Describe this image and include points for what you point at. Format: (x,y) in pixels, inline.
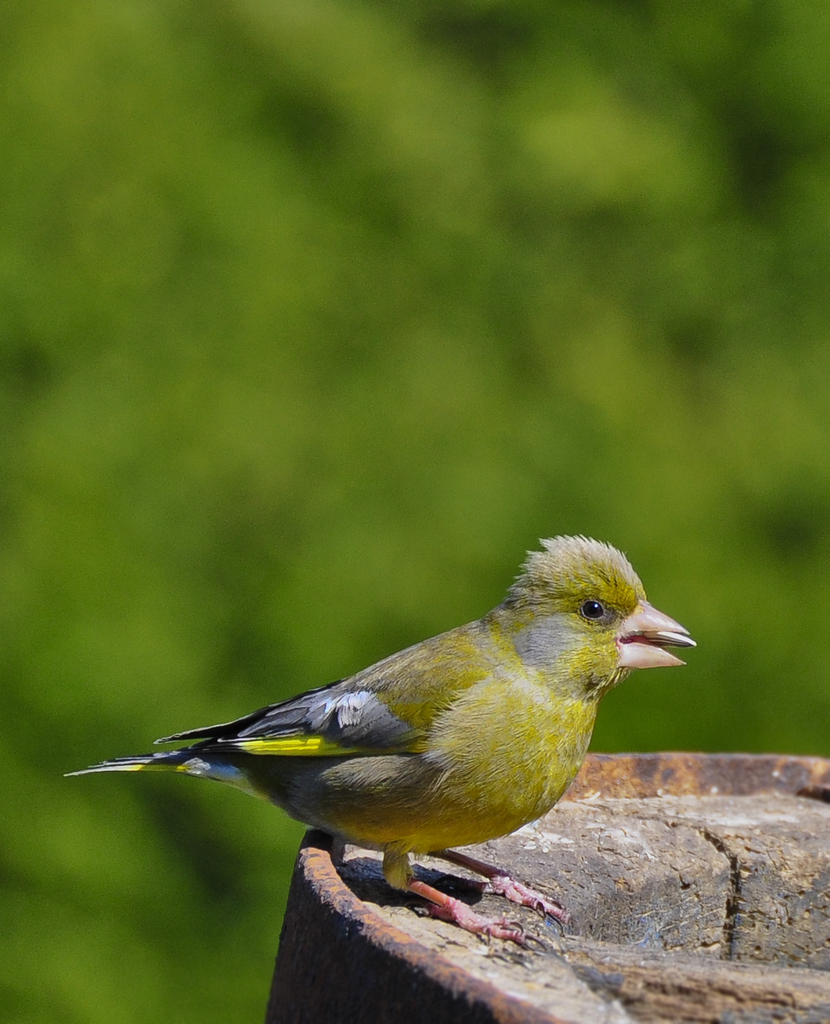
In the image there is a bird (321,773) standing on wooden surface (560,892) and the background of the bird (549,606) is green.
